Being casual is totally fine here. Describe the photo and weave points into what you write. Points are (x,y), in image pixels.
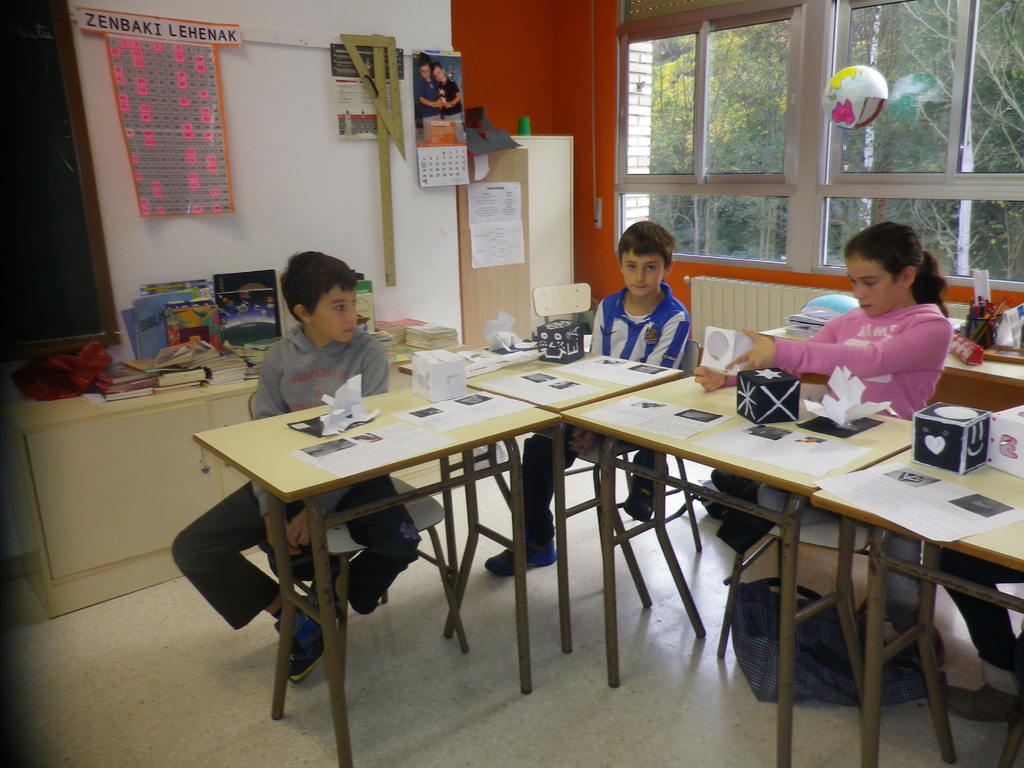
A picture of a classroom (564,662). A blackboard (83,247), chart (144,188), scale (389,169) and calendar (452,119) is on wall (270,60). In-front of this blackboard (70,258) there is a table (124,404), on this table (202,399) there are books (228,373). These three kids (332,358) are sitting on a chair (411,506). In-front of them there are tables (298,443). On this tables (759,442) there are papers (778,450) and boxes (553,334). This girl (915,351) is holding a box (743,351). This boy (327,361) is staring at this girl (875,297). From this window (929,148) we can able to see trees (949,75). At the corner of the room (471,217) there is a cupboard (572,200) with poster (512,242). Under the table (715,463) there is a bag (806,645).
